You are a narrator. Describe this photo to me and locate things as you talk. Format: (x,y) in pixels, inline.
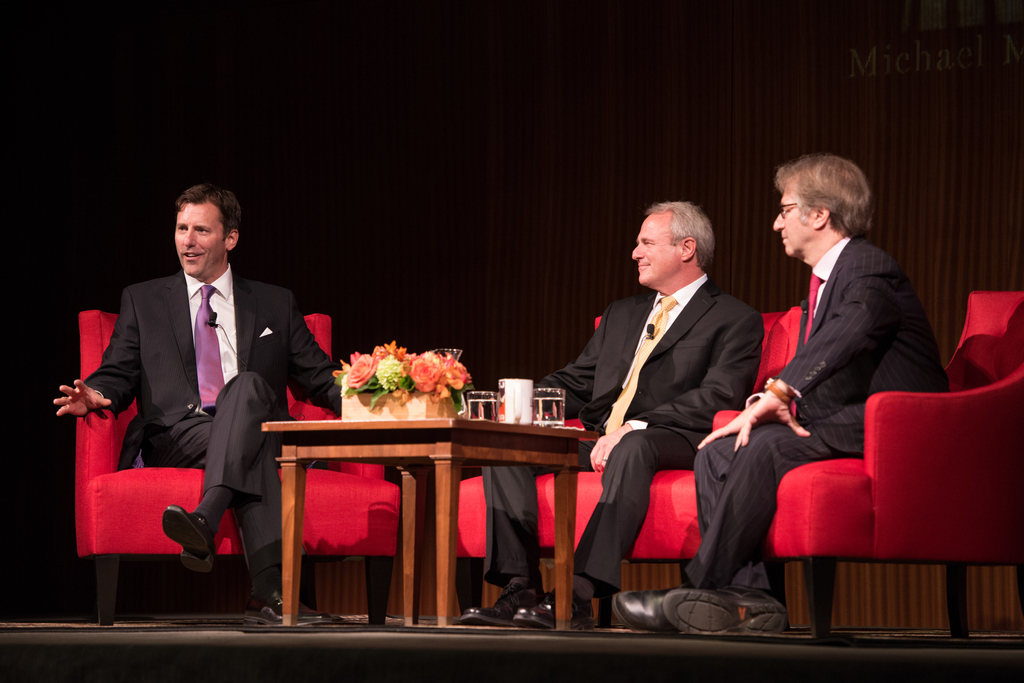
Here we can see three men (755,463) sitting on the chairs (778,500). This is a table (561,509). On the table (505,459) there is a flower vase (375,398) and glasses (549,412). In the background (473,297) there is a curtain (677,145).
